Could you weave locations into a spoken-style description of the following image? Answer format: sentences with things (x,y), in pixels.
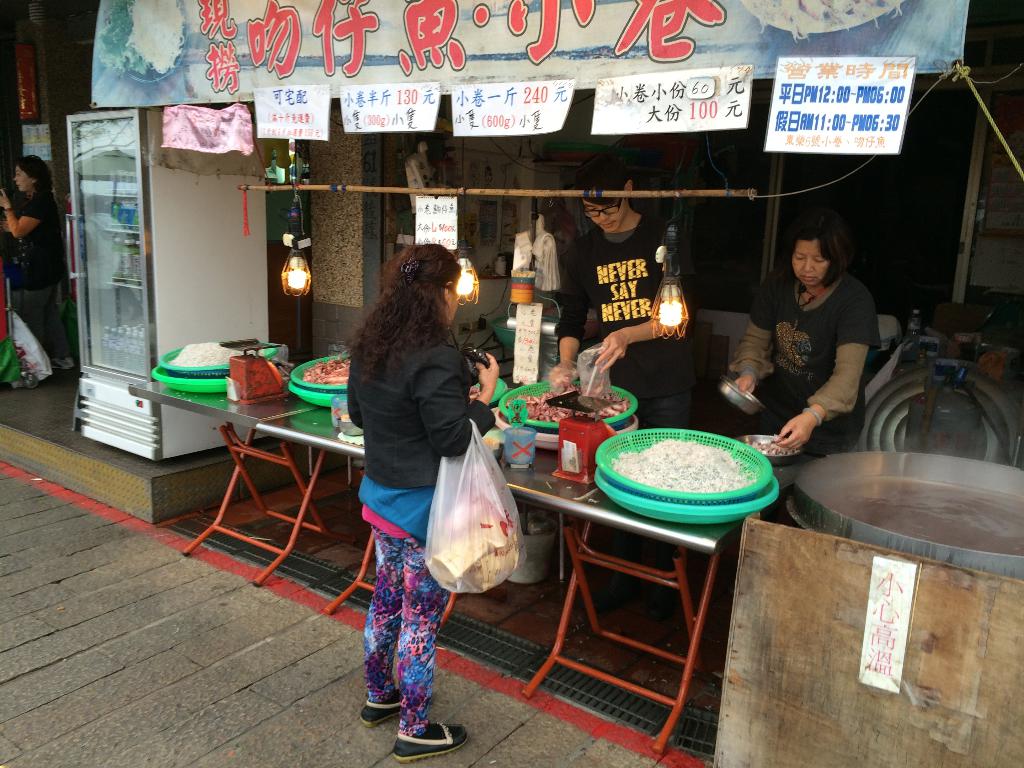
These persons (430,451) are standing and this person (374,384) holding plastic cover (476,443) and this person (624,366) holding plastic cover (589,356) and food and this person (780,393) holding bowl (732,394). We can see baskets (733,445) and food (713,479) on the table (651,518). On the top (537,32) we can see board (595,49).
